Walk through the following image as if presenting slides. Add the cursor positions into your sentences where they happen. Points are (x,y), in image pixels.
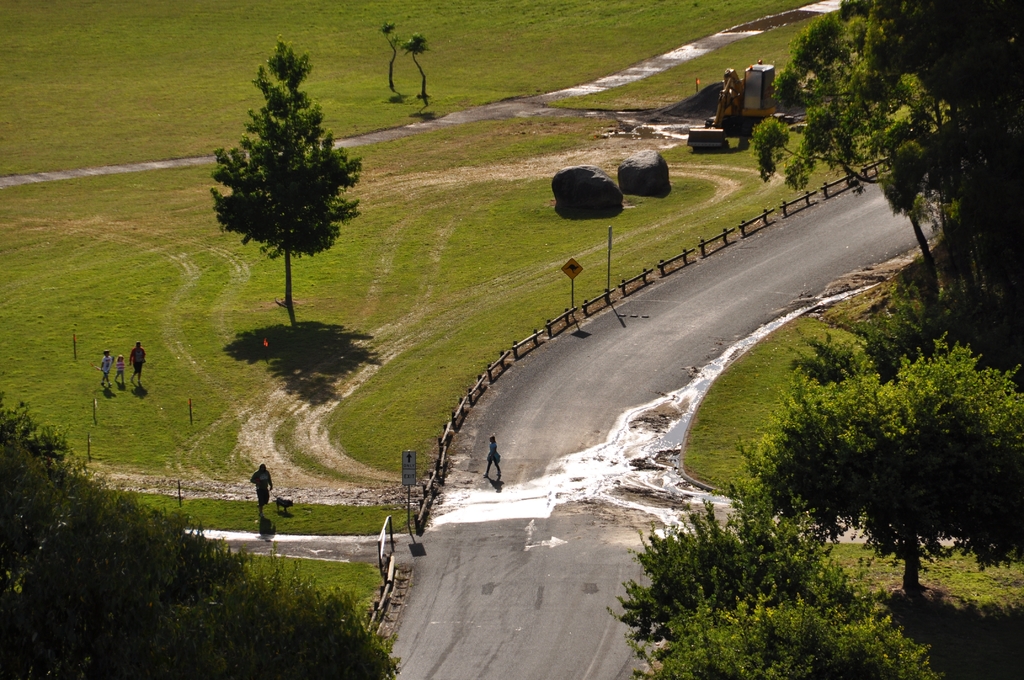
In this image, we can see a person (491,439) on the road (529,381) and there are railings (480,383), boards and poles (609,265). In the background (849,155), there are trees (829,152), rocks (632,164) and some objects (713,102) and we can see some people (108,376) and an animal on the ground (361,322).
